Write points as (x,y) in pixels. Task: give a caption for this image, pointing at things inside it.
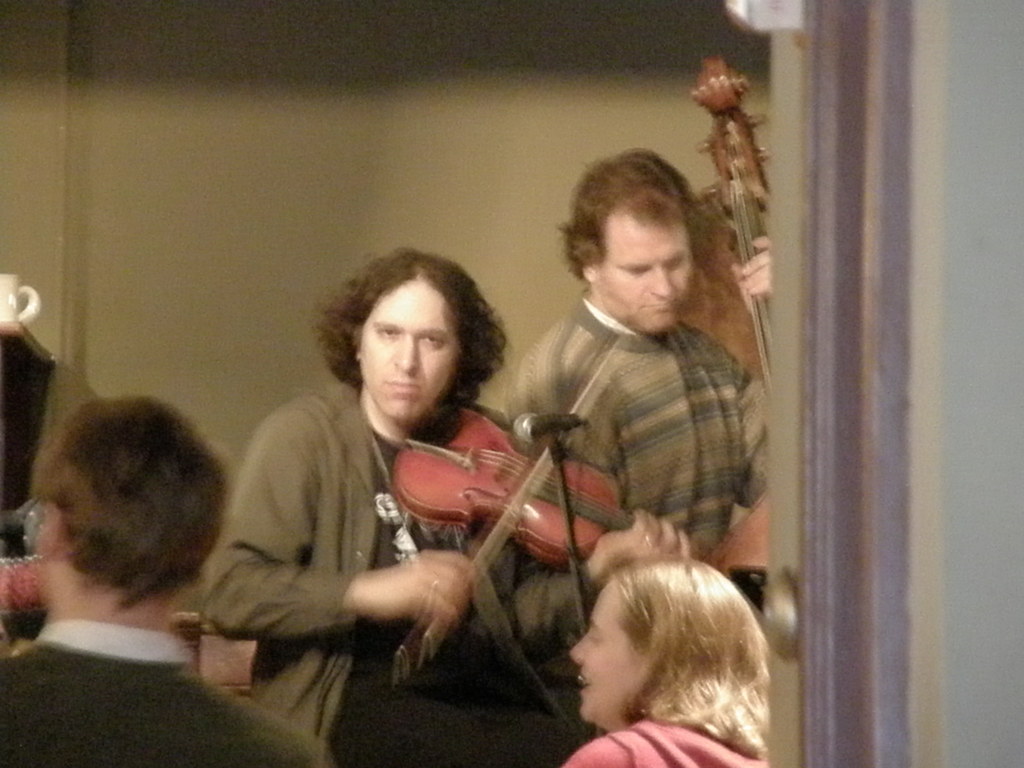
In this picture we can see a person (437,408) who is playing violin (485,515). This is mike (526,433). Here we can see a person (674,291) who is playing some musical instrument (752,241). On the background (346,194) there is a wall (148,104). Here we can see two persons (646,631).
